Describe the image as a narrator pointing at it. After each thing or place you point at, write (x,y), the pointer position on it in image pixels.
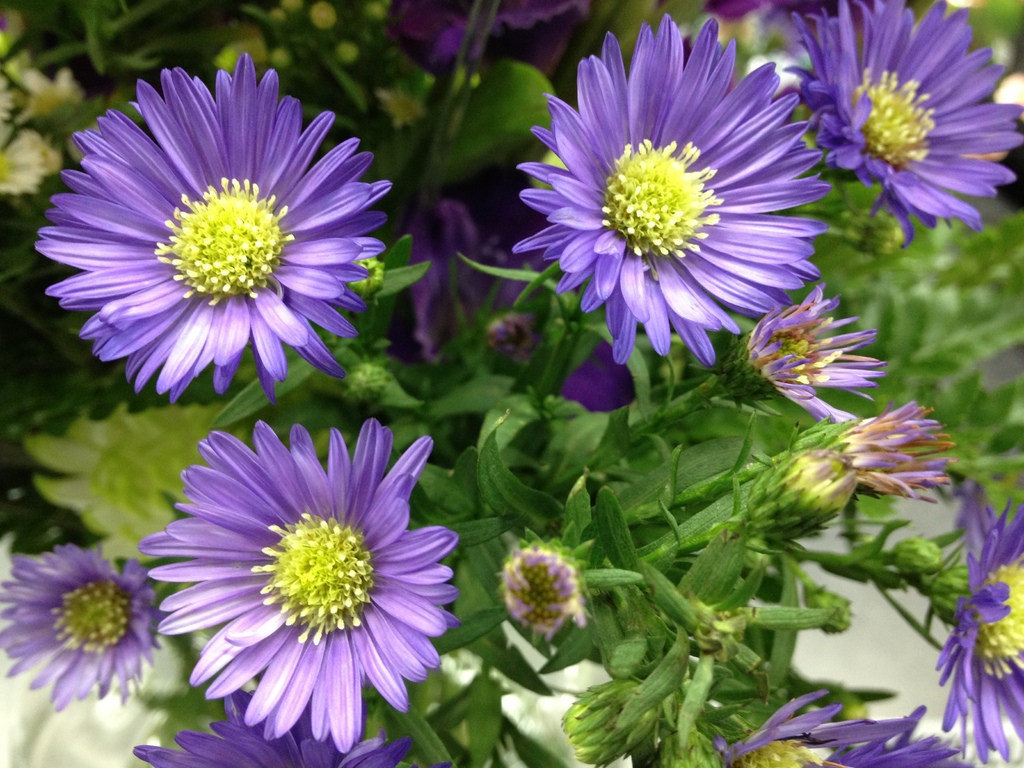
In this picture there are flowers (246,237), buds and plants (206,377). The background (102,716) is blurred.
